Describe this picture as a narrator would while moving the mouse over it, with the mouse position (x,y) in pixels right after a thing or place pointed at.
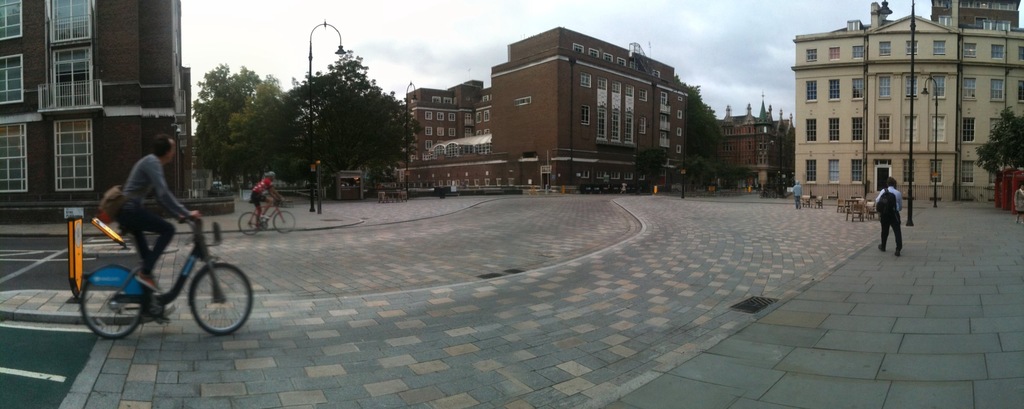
In this picture, we can see on the left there are two people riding bicycles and the background (473,48) is the sky (444,38).
